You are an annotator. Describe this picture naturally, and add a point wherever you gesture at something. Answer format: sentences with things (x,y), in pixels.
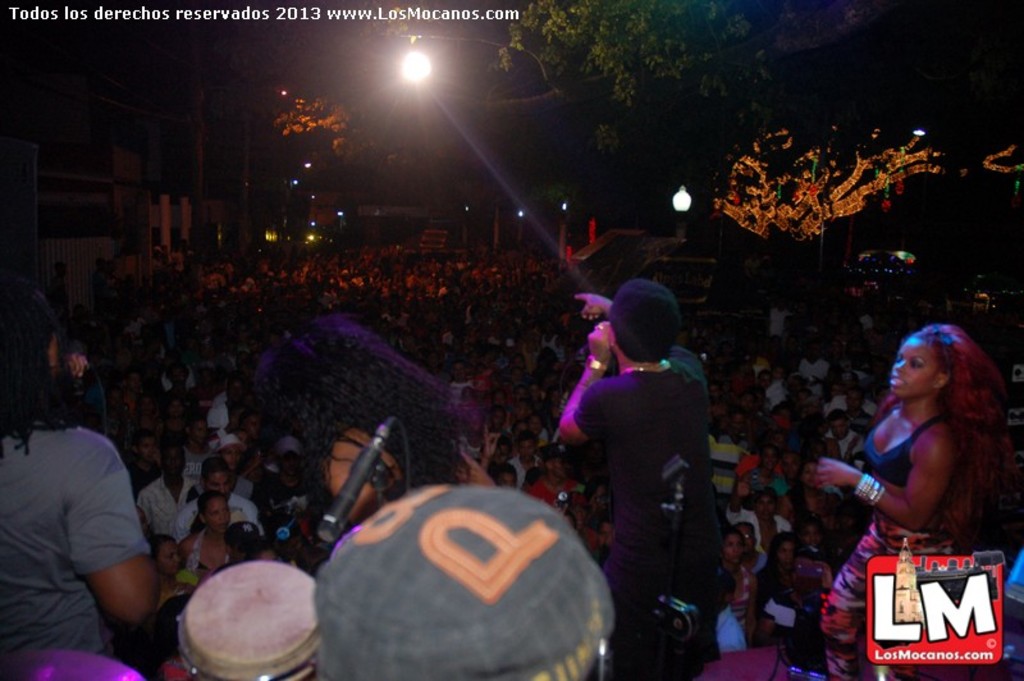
In this image it looks like it is a music concert. At the bottom (492,506) there are few people (715,567) standing on the stage (794,651). In the middle (653,452) there is a person (632,408) who is speaking in the mic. In front of them there are so many spectators (422,328). At the top (414,59) there is the light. On the right side (732,143) there are trees (740,73).
